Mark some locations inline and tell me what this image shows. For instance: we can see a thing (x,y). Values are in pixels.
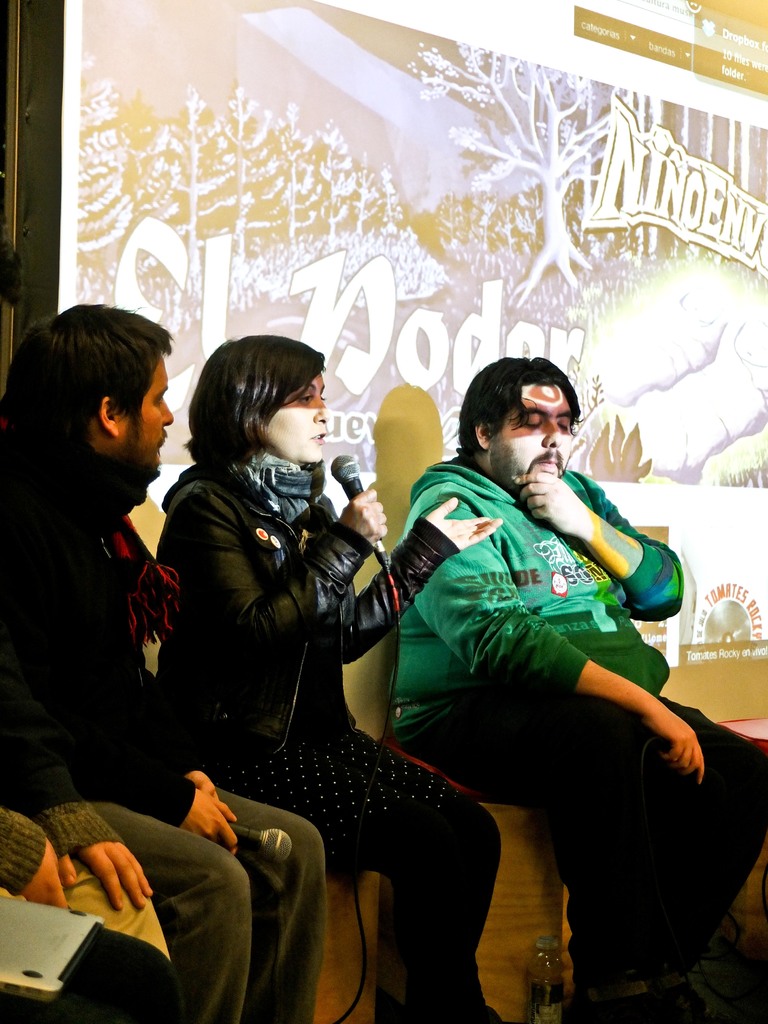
In this image we can see a few people (163,340) sitting and one among them is holding a microphone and talking, behind them there is a projector screen (644,164) which consists of some text (635,201) and images (576,282).
